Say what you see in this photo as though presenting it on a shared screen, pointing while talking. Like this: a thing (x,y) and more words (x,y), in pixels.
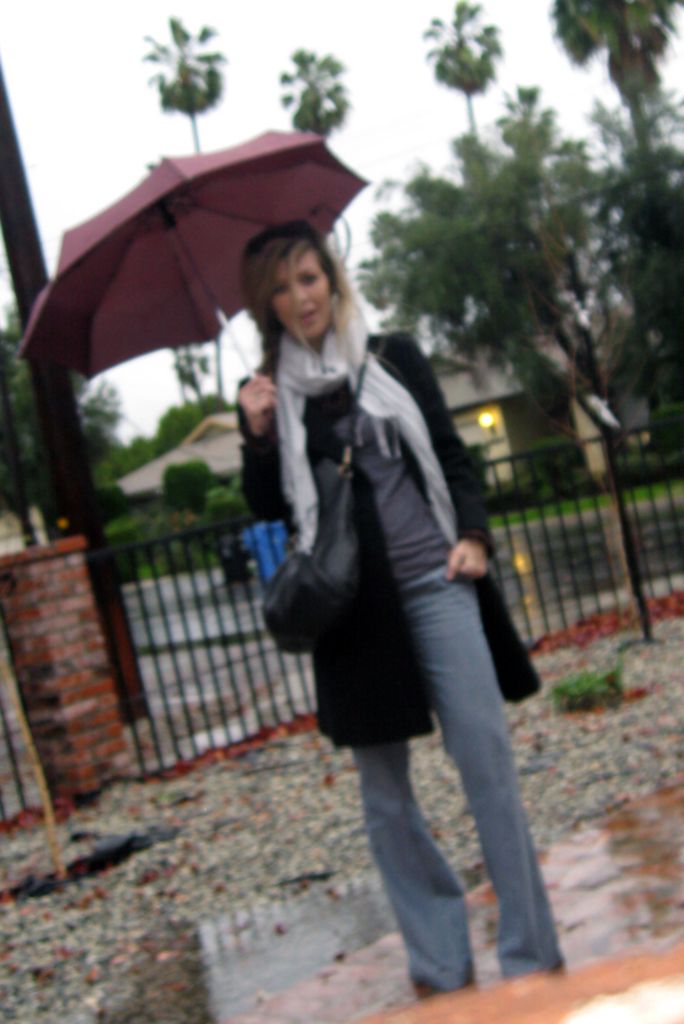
In this image we can see a woman (391,545) wearing a dress (426,605) and carrying a bag (332,535) is holding an umbrella (159,277) in her hand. In the background (155,643), we can see a metal barricade (244,663) group of buildings (544,369), trees (558,398) and sky (287,62).
